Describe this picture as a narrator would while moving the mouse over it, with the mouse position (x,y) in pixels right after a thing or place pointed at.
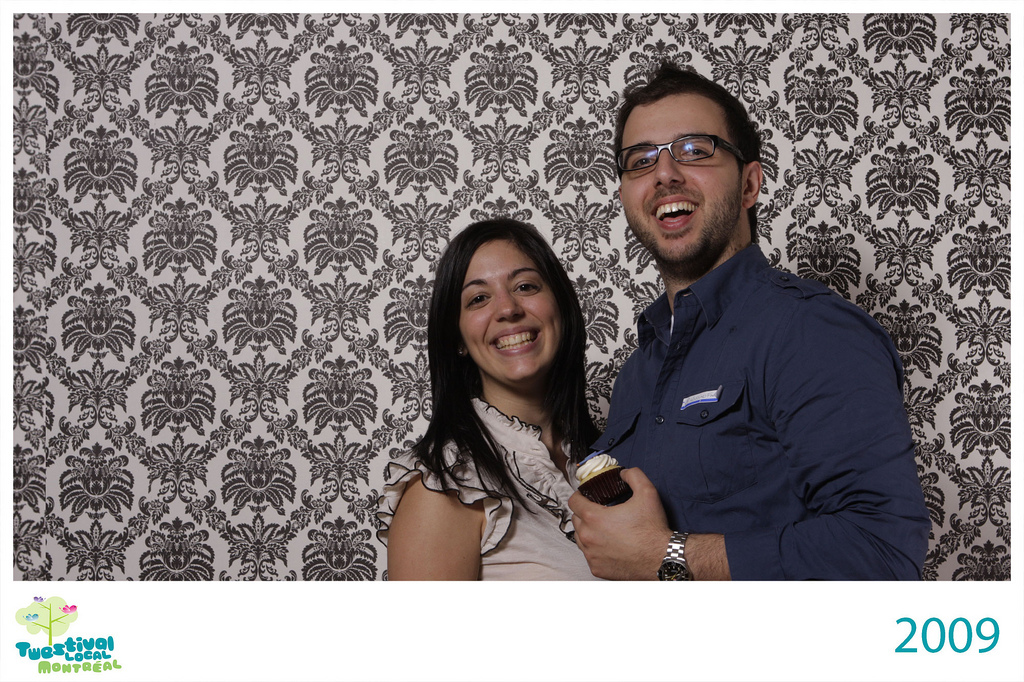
In this image we can see two persons (770,367) with smiling faces (674,212) standing, one man (637,539) with spectacles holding an object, there is the designed background (319,184) looks like a curtain (211,500), some numbers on the bottom right side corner of the image and some text (52,652) with an image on the bottom left side (52,651) corner of the image.
